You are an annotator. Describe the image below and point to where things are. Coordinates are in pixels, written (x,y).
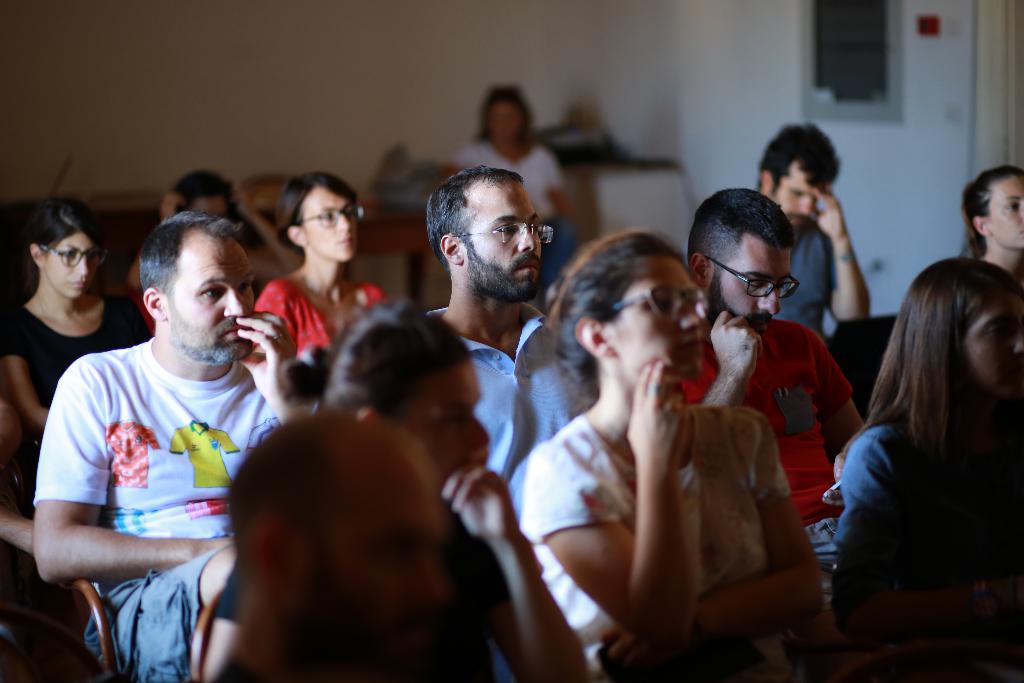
People (951,488) are sitting on the chairs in a room (360,292). Few people (469,274) are wearing spectacles (70,253). There are walls (61,100) at the back (716,62) and the background is blurred.
